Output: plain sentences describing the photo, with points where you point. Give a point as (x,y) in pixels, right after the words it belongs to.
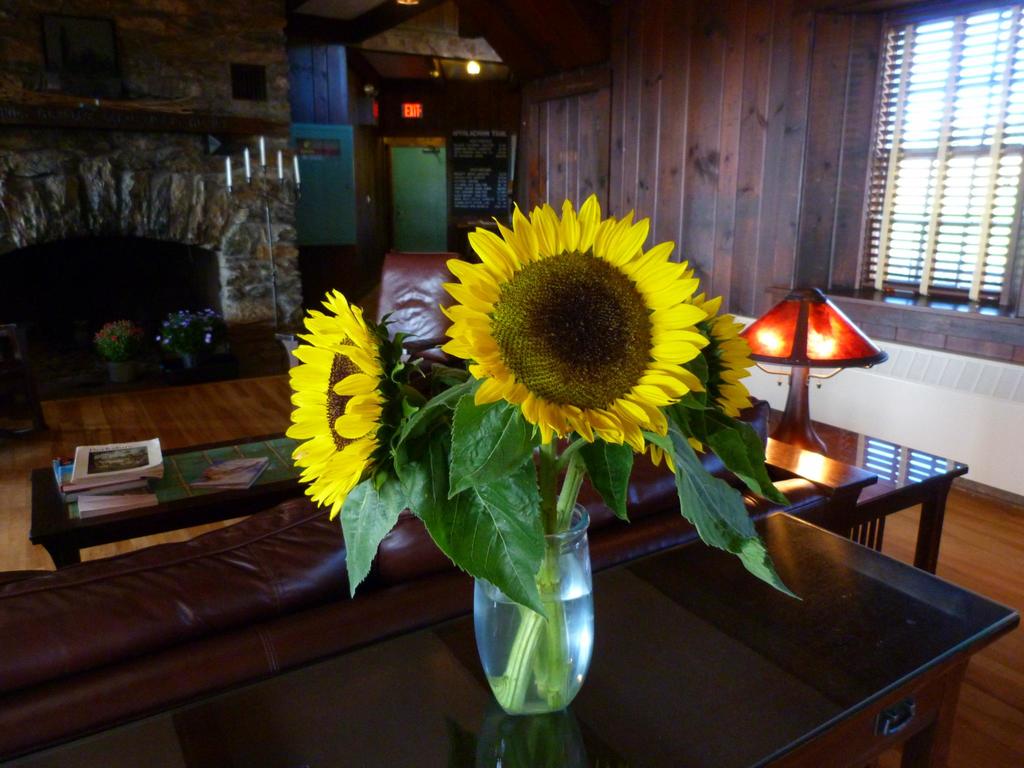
On the table (708,685) this is vase (588,579) and flower (546,345) and in another table (174,483) there are books (131,471). Here there is lamp (809,356) and the window (932,176).
